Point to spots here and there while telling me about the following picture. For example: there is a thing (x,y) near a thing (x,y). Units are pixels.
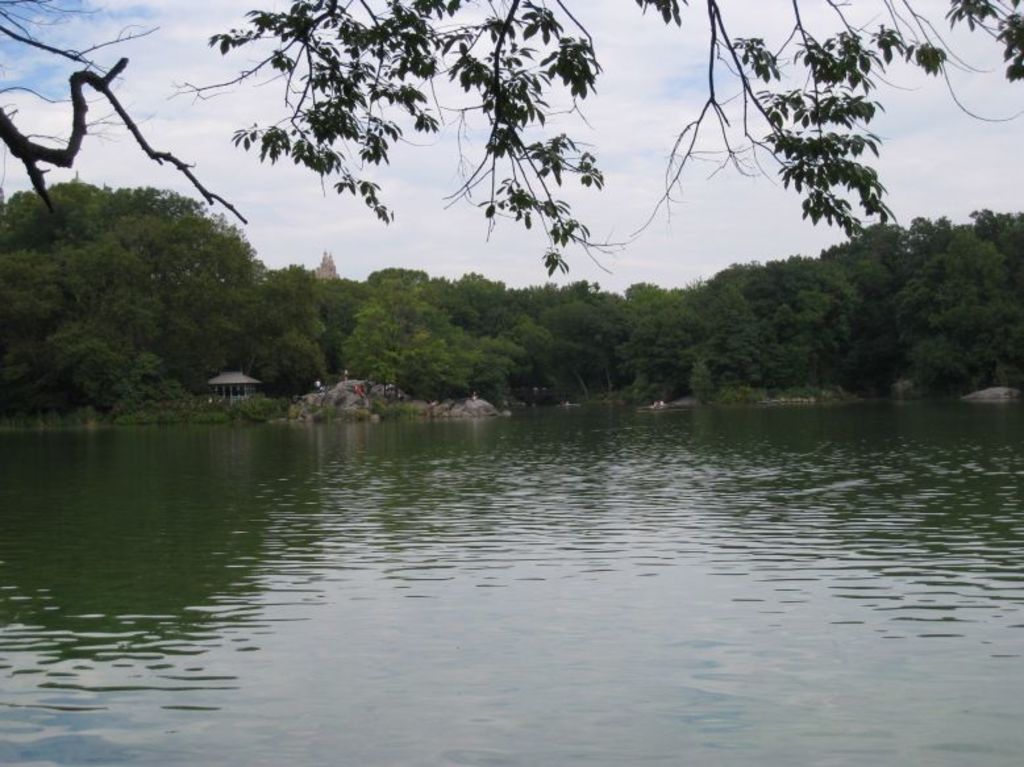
In this image we can see some trees (514,360), there is a temple (323,266), also we can see the sky (474,170), and the river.
